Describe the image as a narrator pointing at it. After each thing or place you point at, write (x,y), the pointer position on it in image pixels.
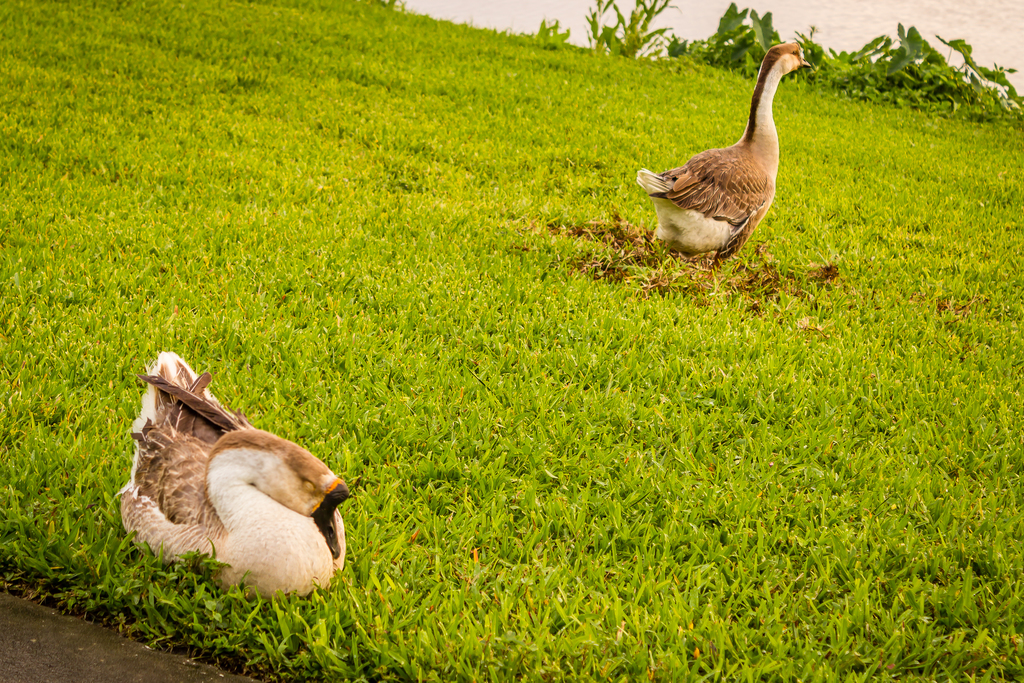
In the picture we can see a grass surface (554,678) on it, we can see two ducks (769,67), one is standing and one is sitting near the part of the path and in the background (793,74), we can see some plants (811,48) and behind it we can see a part of the water (836,38).
